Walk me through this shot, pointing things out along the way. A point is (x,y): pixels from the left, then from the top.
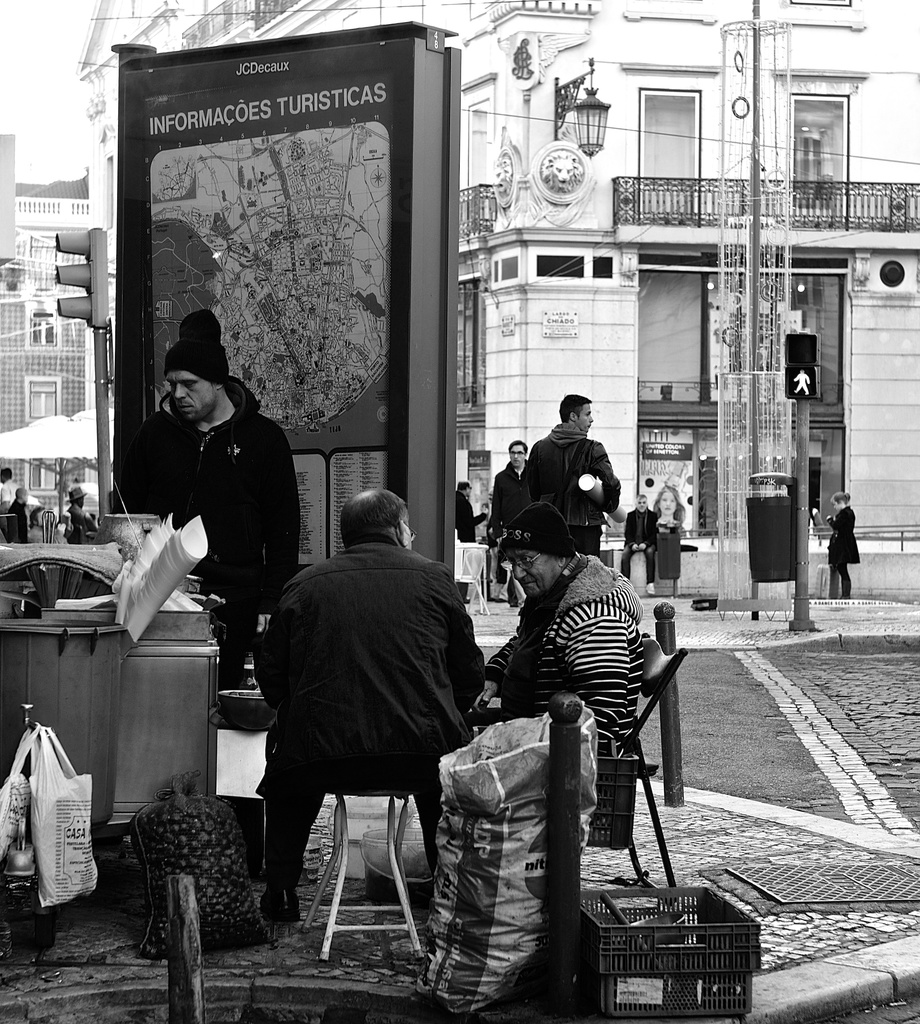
In this picture there some people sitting on the chair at bottom (329,794) and right side one girl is standing and some another people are also sitting on the back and one man (279,458) is standing at the left side (279,464).
